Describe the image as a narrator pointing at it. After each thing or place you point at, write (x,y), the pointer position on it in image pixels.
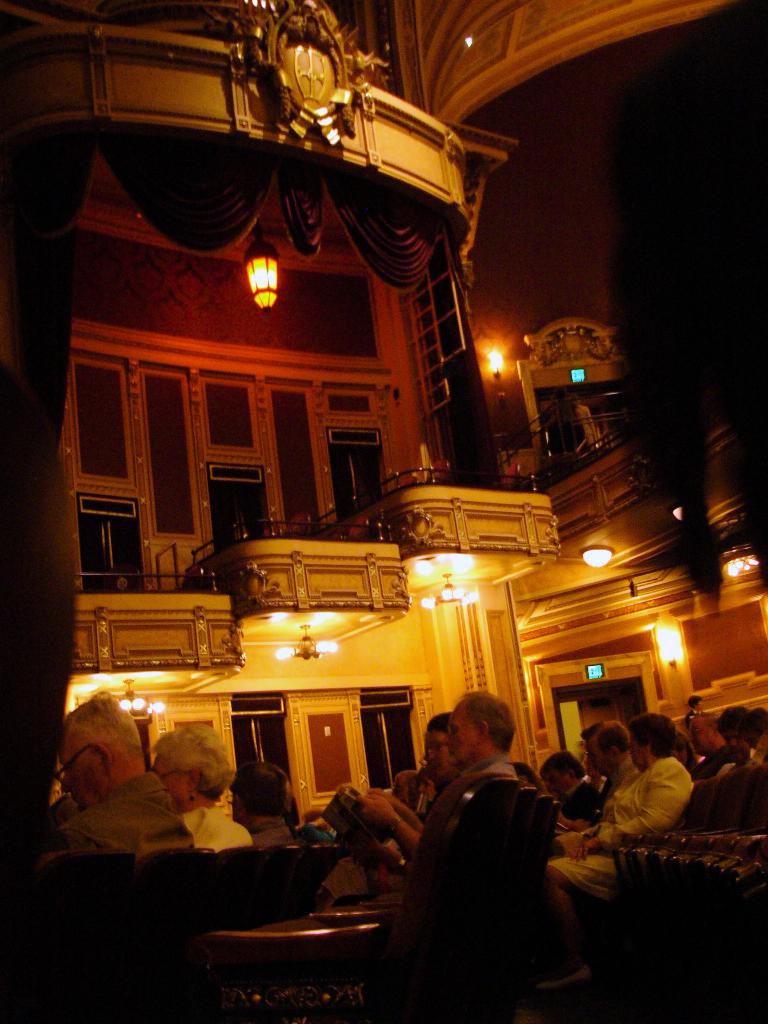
In this picture we can see group of people (268,798), they are all seated, in the background (478,475) we can find few lights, metal rods (333,529) and curtains (378,272).
